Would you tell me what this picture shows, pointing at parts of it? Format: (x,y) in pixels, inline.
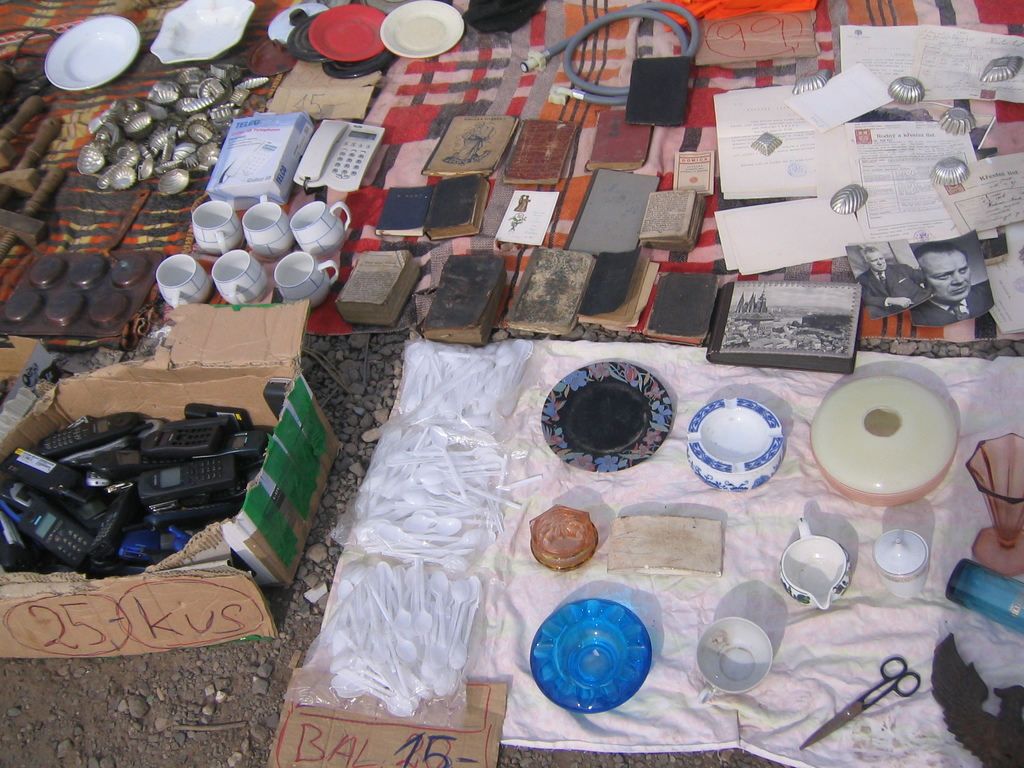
In this image, we can see a carpet (416,82) on the ground (388,357) contains cups (238,261), plates (420,24), books (689,297), photos (879,282), papers (826,95), telephone (355,163) and pipe (551,49). There is a box (191,583) on the left side of the image (185,595) contains some phones (110,522). There is an another carpet (707,385) contains spoons (451,497) plates (607,420) and bowls (758,421). There is a scissor (855,712) in the bottom right of the image (835,722).
